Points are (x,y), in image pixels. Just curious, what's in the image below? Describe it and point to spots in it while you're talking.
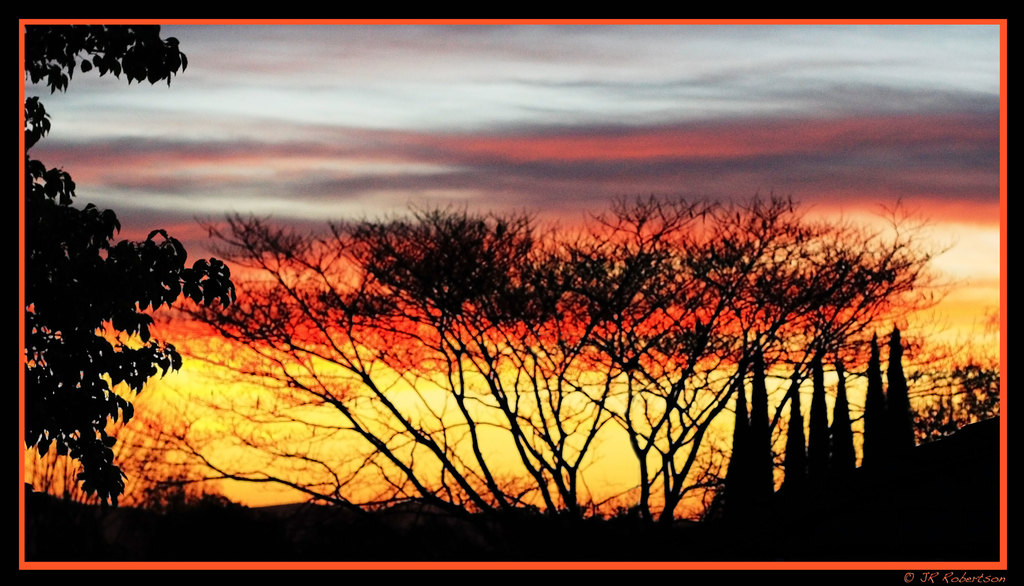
This is a picture and here we can see trees (873,435) and in the background (466,142), there is sunset (491,348) and we can see clouds (814,117) in the sky (823,186). At the bottom (905,581), there is some text (981,578) written.
